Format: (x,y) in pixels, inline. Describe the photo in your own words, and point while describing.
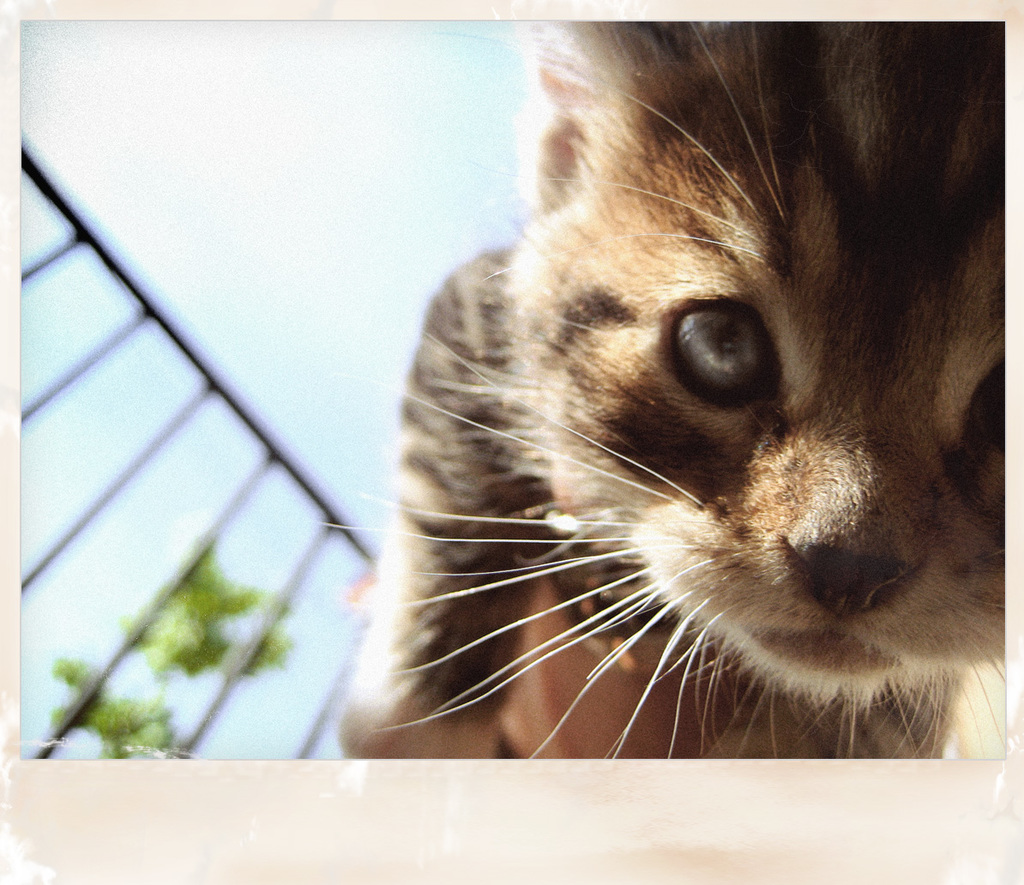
In this image here there is a picture of a cat (738,401). Behind it there is a sky (301,244). In the bottom left (149,616) there is a railing (199,543). Behind the railing (138,642) there are leaves (141,702).
